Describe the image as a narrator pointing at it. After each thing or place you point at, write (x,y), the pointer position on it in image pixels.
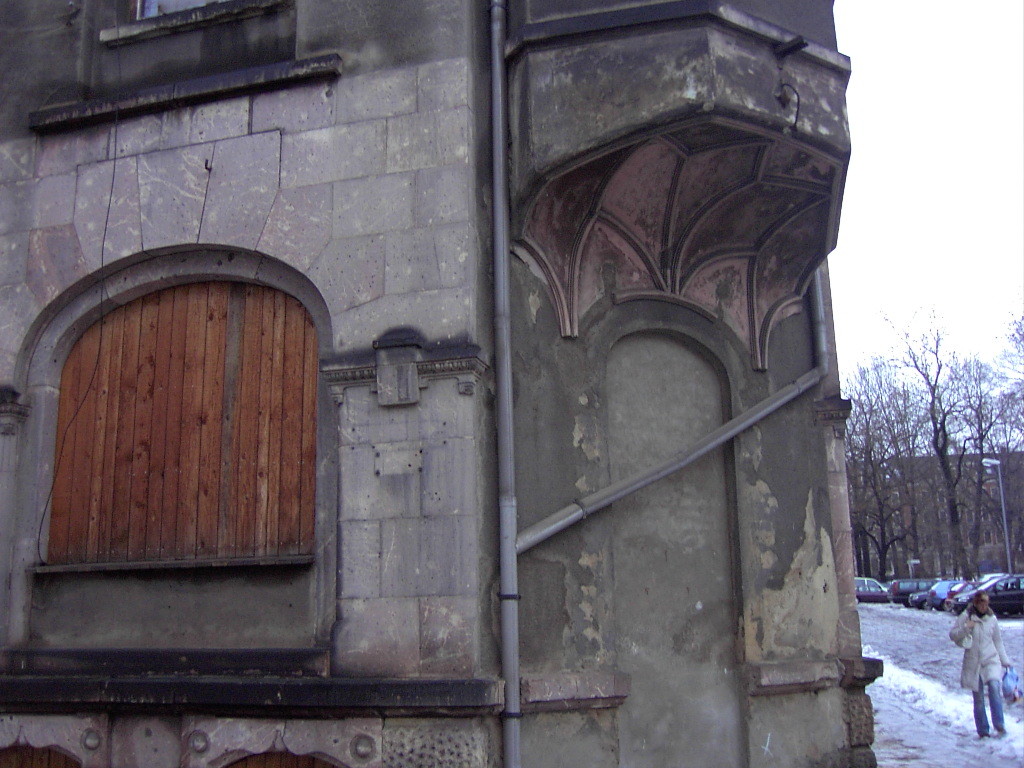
In this picture there is a pillar (480,12) in the center of the image (572,488) and there are windows (112,313) on the left side of the image (112,414), there are thin pipes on the pillar (787,577), there are trees (917,487) and cars (980,587) on the right side of the image (1007,586), there is a lady (969,644) in the bottom right side of the image (1001,669).
